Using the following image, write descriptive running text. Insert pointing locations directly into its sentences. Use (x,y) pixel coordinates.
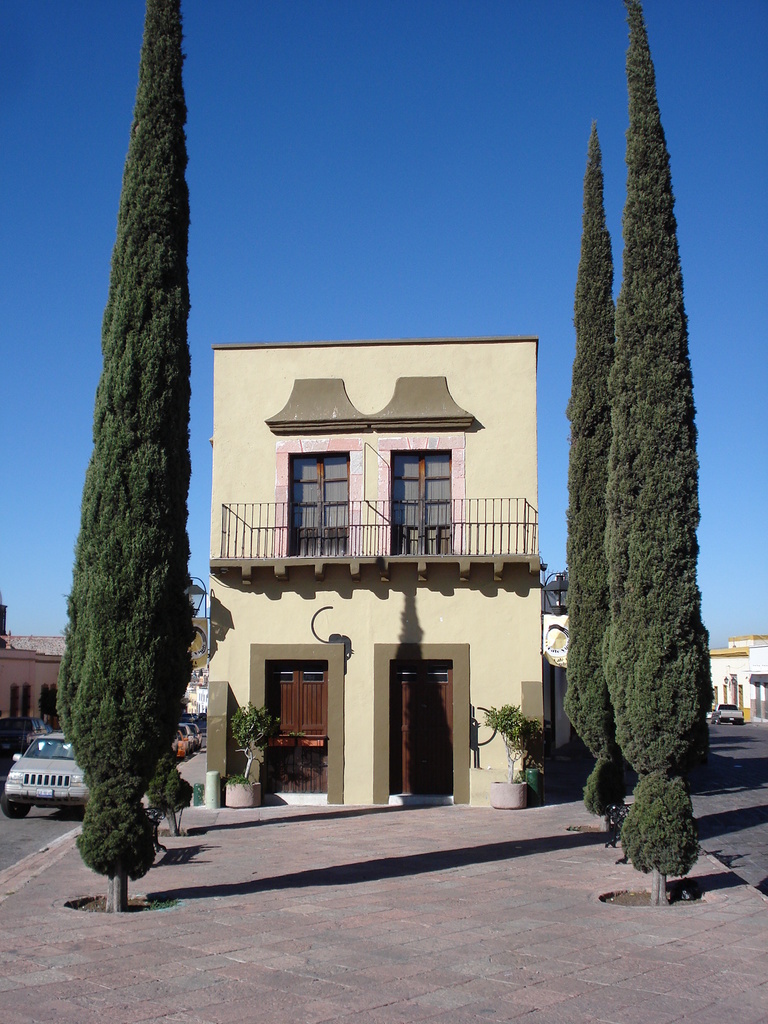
At the bottom of the picture (422,913), we see the pavement (407,917). On either side of the pavement (480,971), we see the trees (592,742). In the middle (273,514), we see a building (349,598). It has windows (336,490), railing (442,501) and doors (318,773). On either side of the building (461,716), we see the plant pots (501,806). On the right side (718,664), we see the buildings (738,670) in white color and we see the car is moving on the road (699,826). On the left side (193,747), we see the buildings (22,683) and cars (12,805). At the top (361,174), we see the sky (343,211), which is blue in color.
